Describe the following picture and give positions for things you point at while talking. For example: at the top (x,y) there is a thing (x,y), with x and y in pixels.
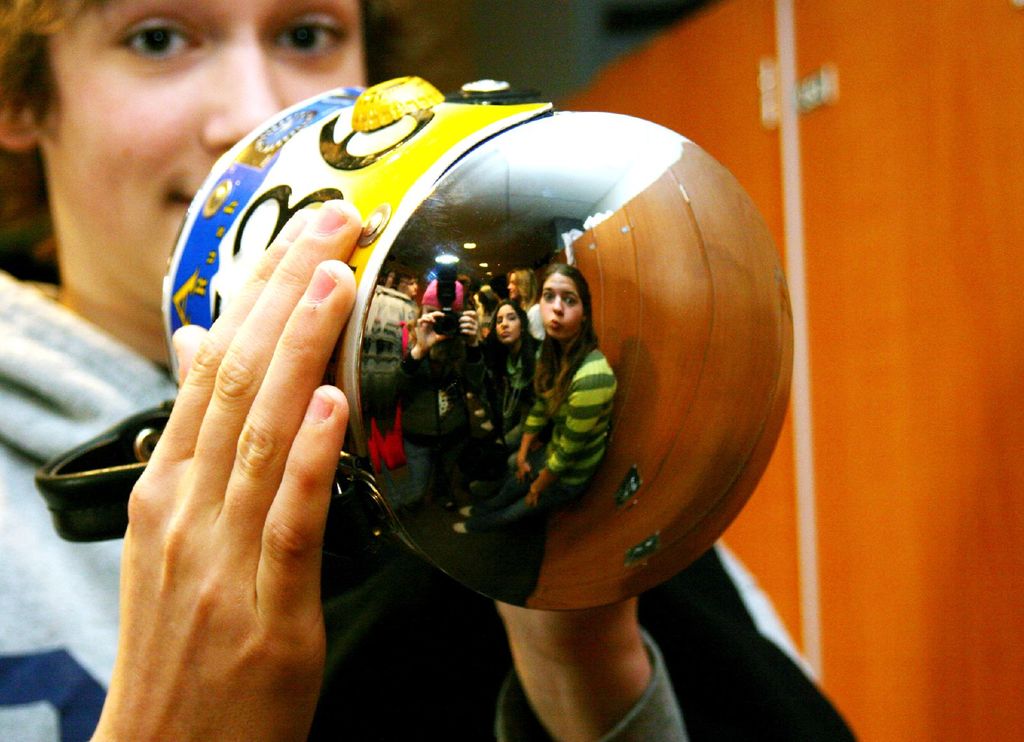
In this image I can see a person (57,537) wearing grey colored jacket (53,591) is holding an object (350,266) on which I can see the reflection (519,280) of few persons (503,349) standing, the ceiling (498,248), a camera (447,274) and a brown colored object (638,309).
